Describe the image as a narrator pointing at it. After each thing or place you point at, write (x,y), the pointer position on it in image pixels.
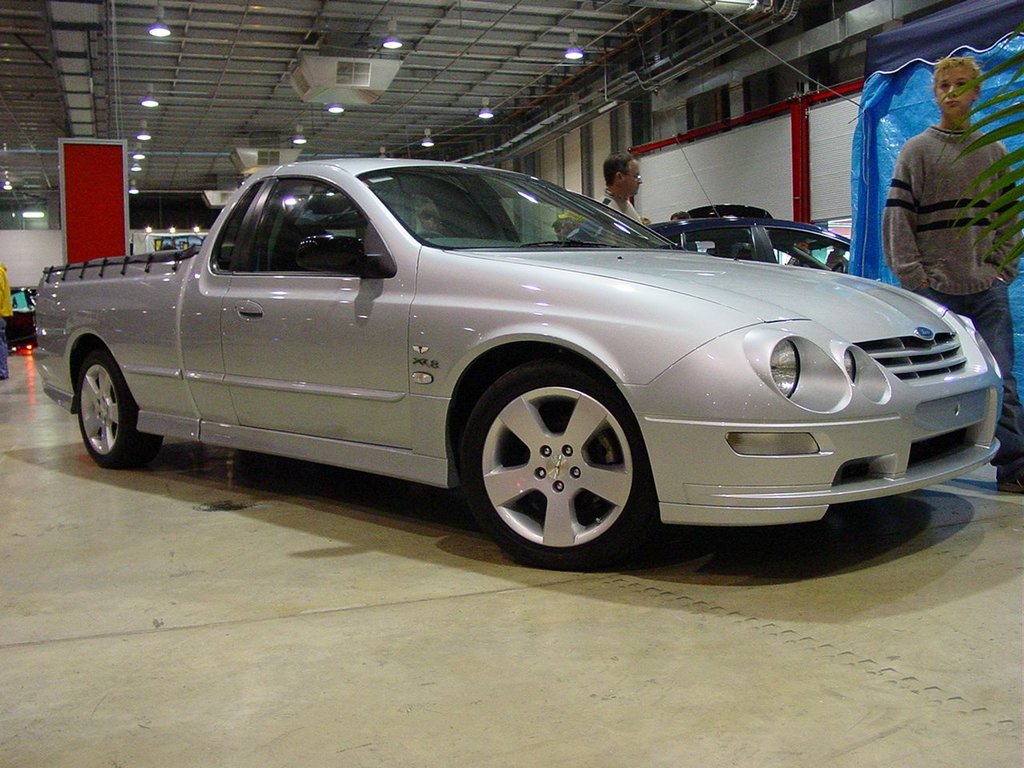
This image consists of a car (657,414). It is in ash color. There are two persons (919,182) standing on the right (927,200). There are lights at the top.
